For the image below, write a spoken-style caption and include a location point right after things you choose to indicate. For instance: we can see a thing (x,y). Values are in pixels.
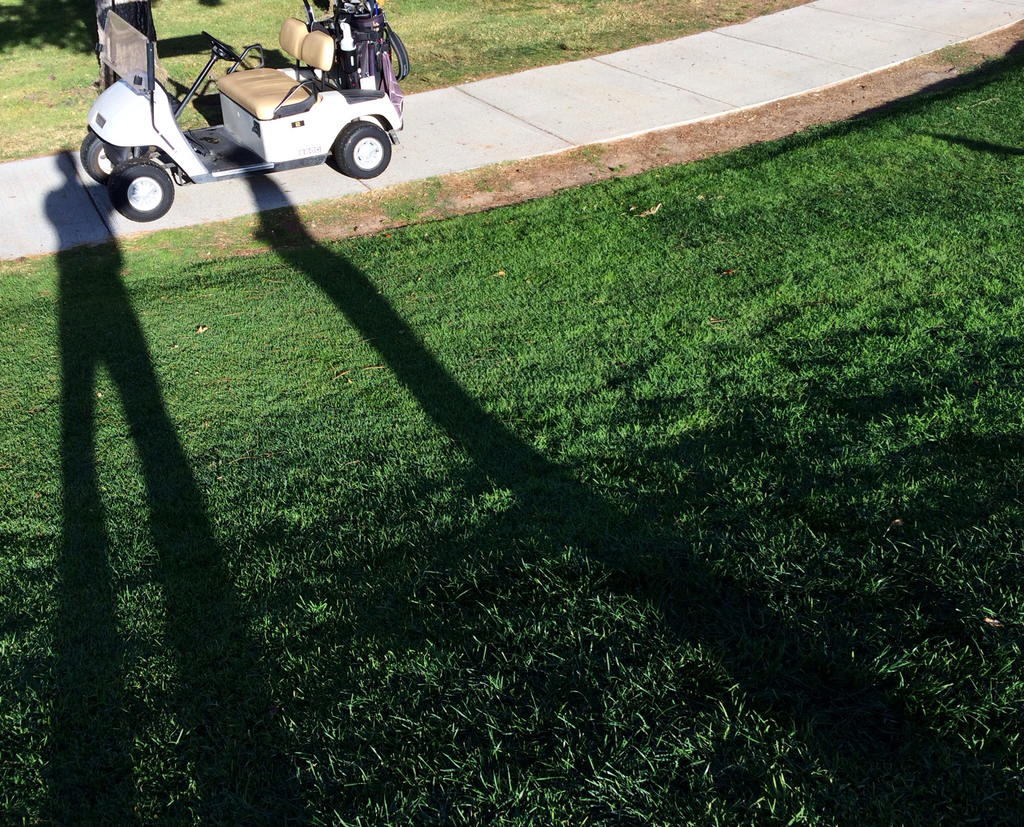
In this image, we can see grass (637,377) and shadows (94,566). At the top of the image (359,155), we can see grass (0,81) and vehicle (338,127) on the walkway (465,135).
